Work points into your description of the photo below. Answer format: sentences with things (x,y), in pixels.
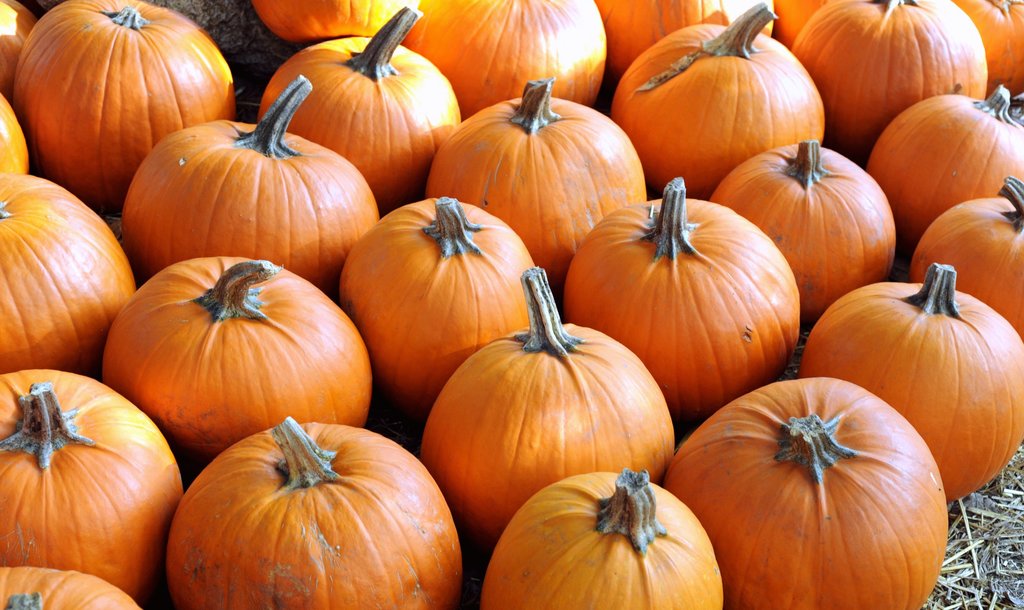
In this image there are so many pumpkins (430,289) one beside the other in the line.
